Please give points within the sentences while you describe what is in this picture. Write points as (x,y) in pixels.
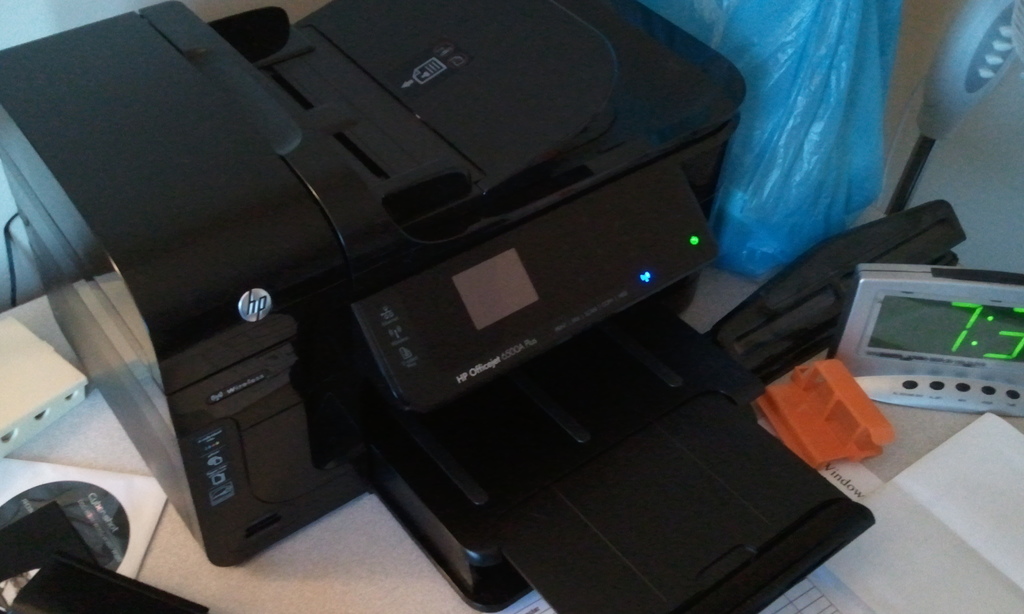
On a table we can see a digital timer (958,358), hp printer machine (411,314), blue polythene cover (822,115), Compact disc (103,494) in a cover (132,502), paper (992,522) and few other objects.
